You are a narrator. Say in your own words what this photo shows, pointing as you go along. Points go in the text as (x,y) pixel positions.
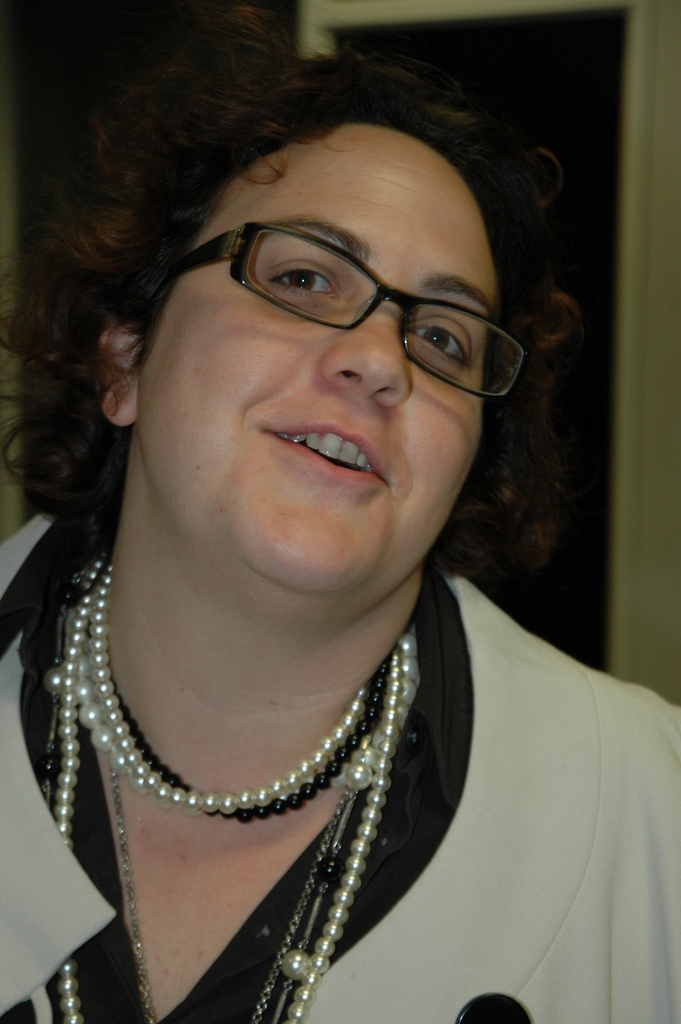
In the picture we can see a woman (562,672) wearing a white dress (573,883) with a black border (73,833) and wearing a pearl necklace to her neck (145,606) and in the background (573,134), we can see a wall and a door (568,141) which is black in color.
